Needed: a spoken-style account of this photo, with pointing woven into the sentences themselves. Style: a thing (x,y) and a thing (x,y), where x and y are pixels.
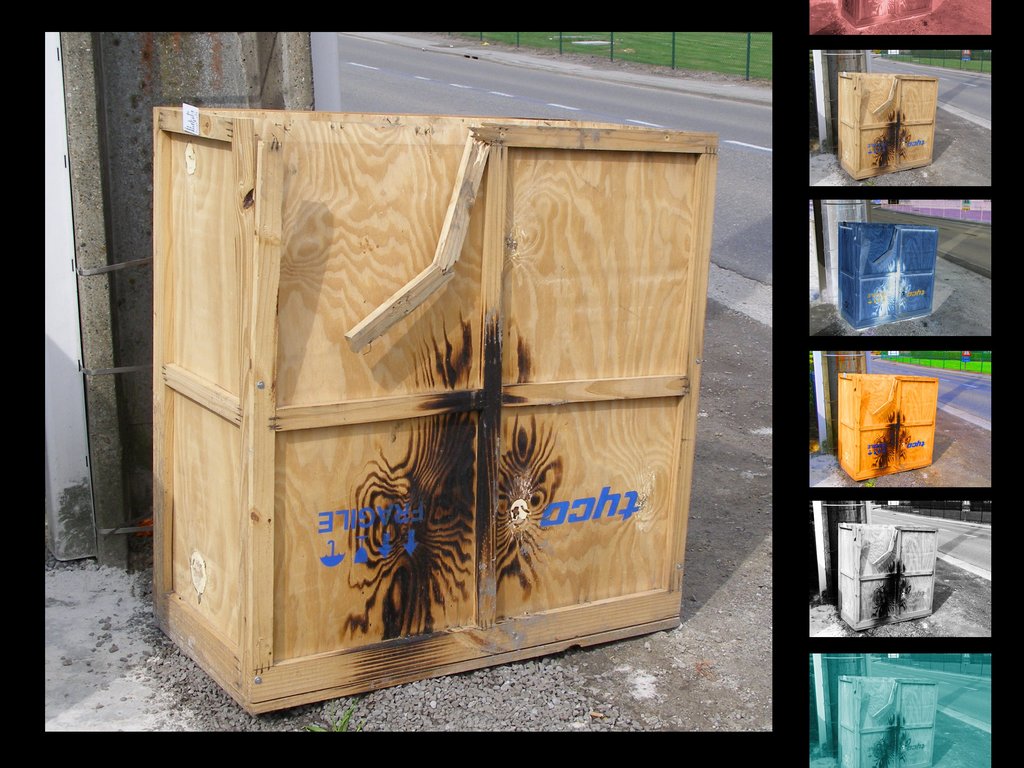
In this image we can see a collage picture of a wooden box (863,736) with some text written on it, right side of the image (883,211) pictures (894,542) are in different colors, and borders (31,685) are black in color.
